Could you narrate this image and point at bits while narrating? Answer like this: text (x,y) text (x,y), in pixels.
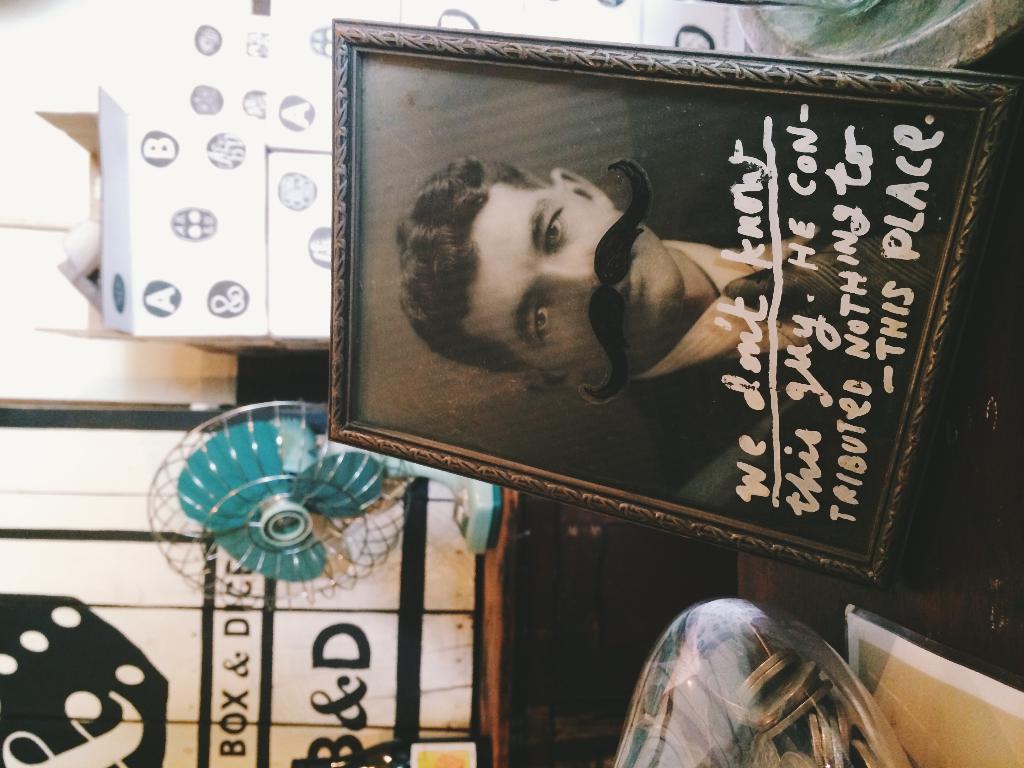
This image consists of a frame (662,364). In which there is a photograph (613,312) of a person (758,326) along with the text (790,354). In the background (179,544), we can see a fan (168,528) along with cardboard boxes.
